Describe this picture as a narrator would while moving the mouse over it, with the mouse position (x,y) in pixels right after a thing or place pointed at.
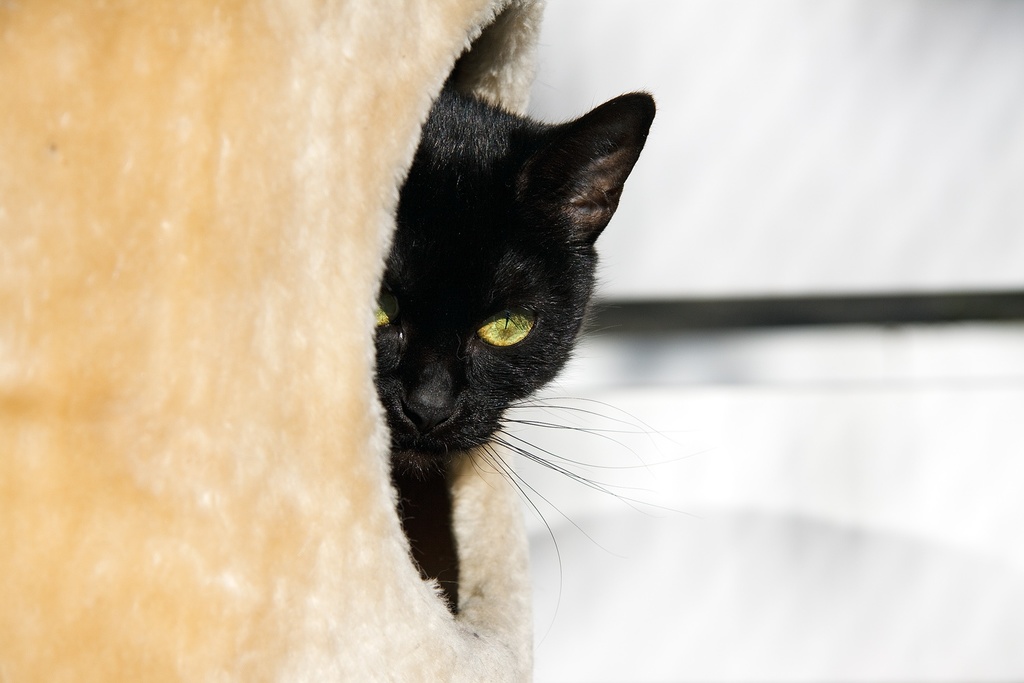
In this picture I can observe black color cat (453,327) in the middle of the picture (467,336). The background (678,203) is blurred.
